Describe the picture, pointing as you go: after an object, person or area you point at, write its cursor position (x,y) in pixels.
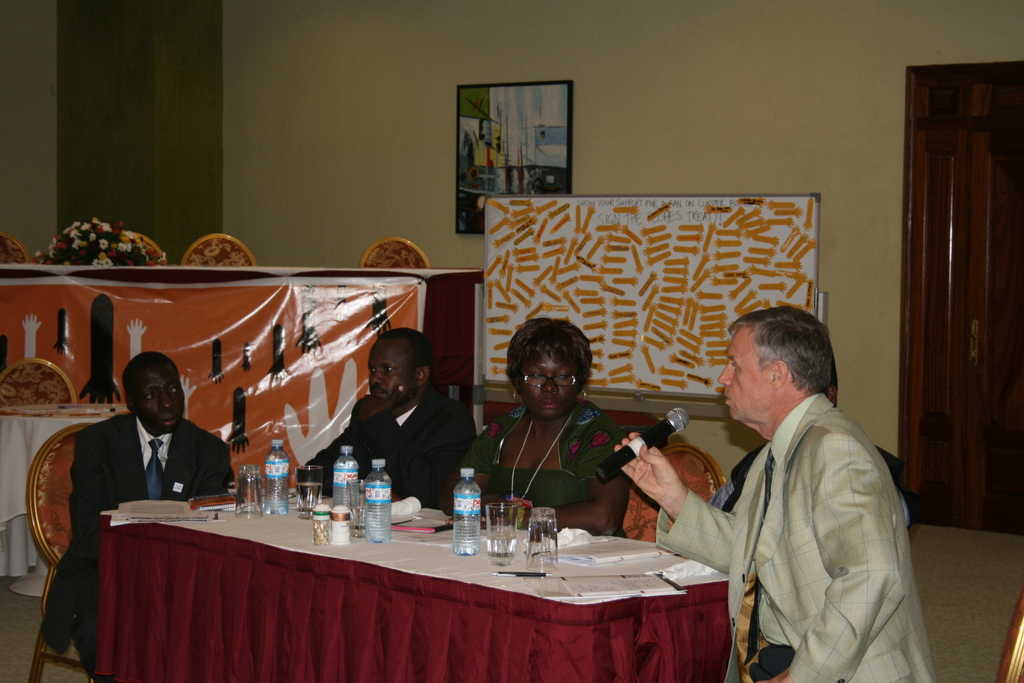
In this image few persons (529,356) are sitting on a chair (637,507) before a table (467,562) having glasses (497,505), bottles (336,488), papers (571,579) and pen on it. Person (841,518) wearing a green colour suit (796,512) is holding a mike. Backside of them there is a board (483,323) having some text (682,203) written on it. At the left side (239,312) there are few chairs (15,257), table (1,271) having flower vase (93,256) on it. There is a picture frame (461,118) attached to it. At the right side (1004,187) there is a door (953,212).
